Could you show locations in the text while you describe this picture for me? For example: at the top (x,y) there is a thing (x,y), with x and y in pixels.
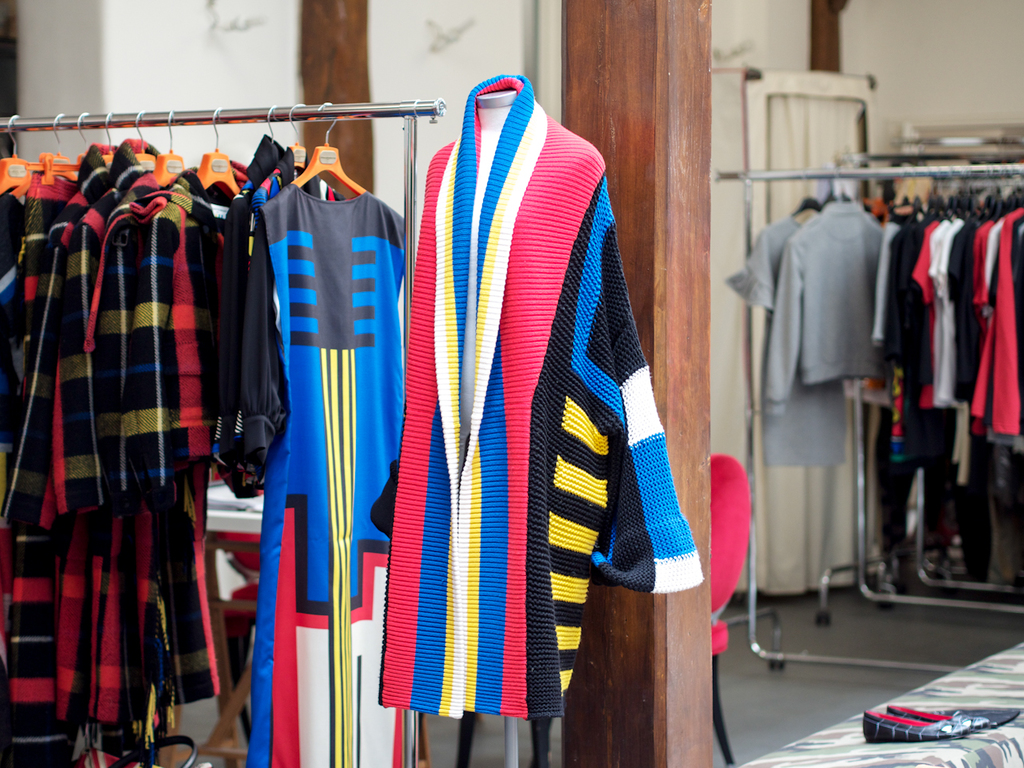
In this image there are clothes (997,351) hanged to the cloth stands (409,149), and in the background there is a chair (720,473), tables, a pair of shoes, wall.
